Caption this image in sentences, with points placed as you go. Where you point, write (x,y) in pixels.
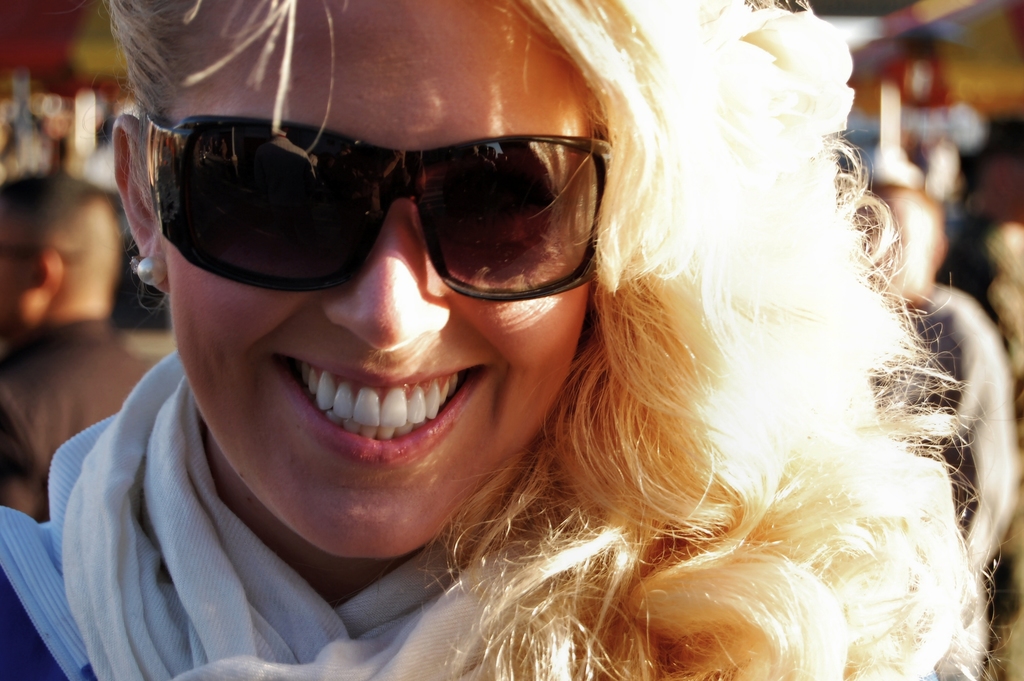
This picture shows a woman (166,96) with a smile (377,396) on her face (413,425) and she wore sunglasses (227,255) and we see few people (1008,457) standing on the back (74,313).
